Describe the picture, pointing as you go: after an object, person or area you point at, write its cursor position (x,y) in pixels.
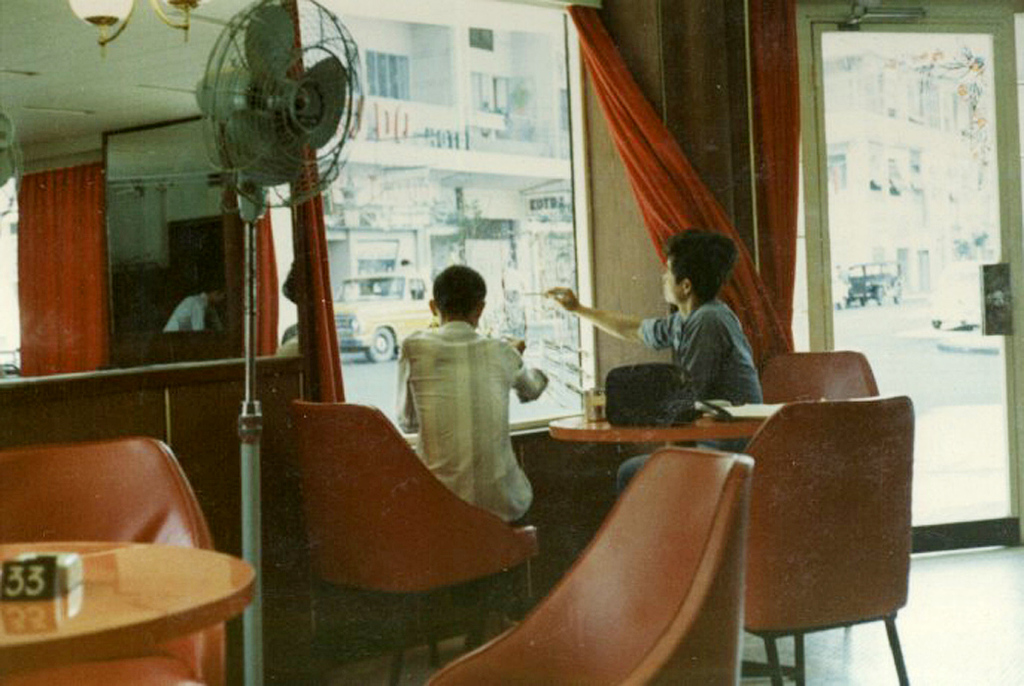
There are two people (470,347) sitting in chair (782,366) and looking at the window (498,301) and there are a fan (257,162), mirror (161,229) and a door (933,254) besides them.
